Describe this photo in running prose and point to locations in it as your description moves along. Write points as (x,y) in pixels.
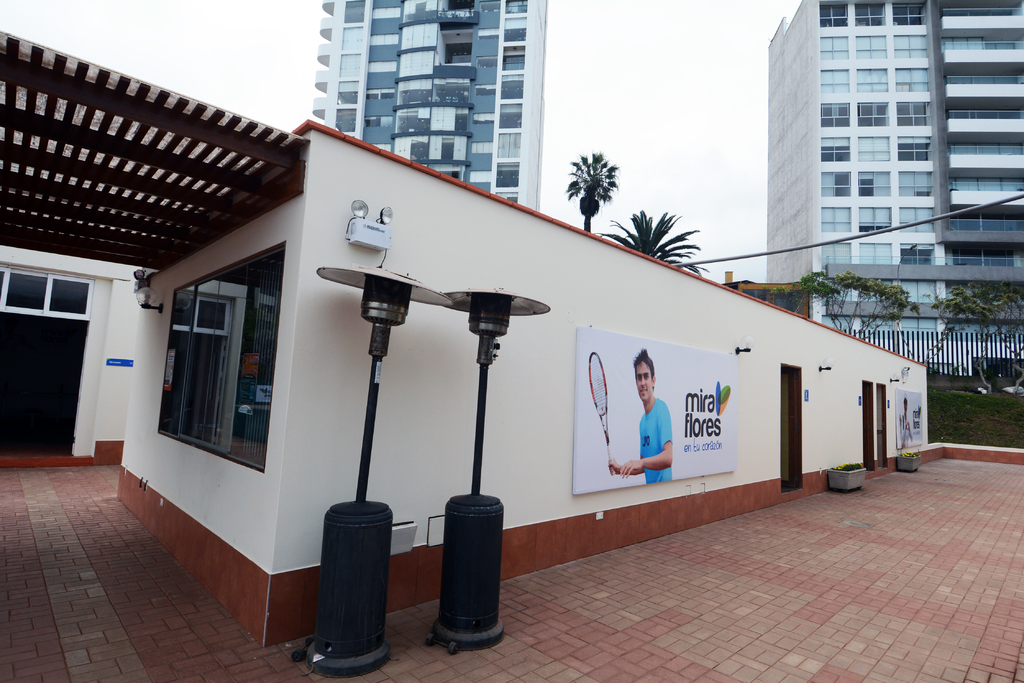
In this image in the foreground (272,274) there is a building (413,316), and there are some objects (444,534) and some boards (679,418). On the boards (655,419) there is some text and also there are some windows (175,397) and doors (864,450). On the right side (846,469) there are flower pots (865,470) and plants (846,469), at the bottom (961,489) there is walkway (942,499) and in the background (917,144) there are some trees (608,183) and buildings (870,100), on the right side (725,261) there is a wire (700,262) and railing (949,347) and grass (953,410), on the left side (31,166) there is ceiling (76,202).
